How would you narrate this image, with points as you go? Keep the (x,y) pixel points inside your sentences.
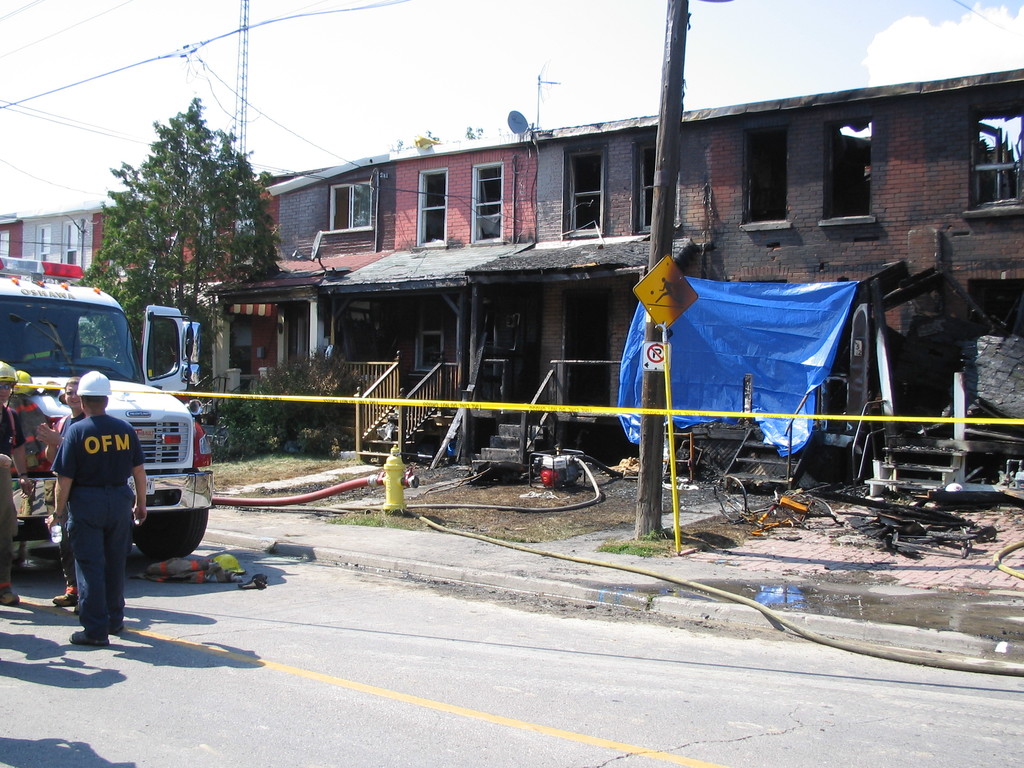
In the image I can see buildings (623,256), windows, trees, stairs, few people (25,477), fire hydrant (392,492), pipes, pole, sign boards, vehicle (127,398) and blue cover (768,362). The sky (570,92) is in white color.
